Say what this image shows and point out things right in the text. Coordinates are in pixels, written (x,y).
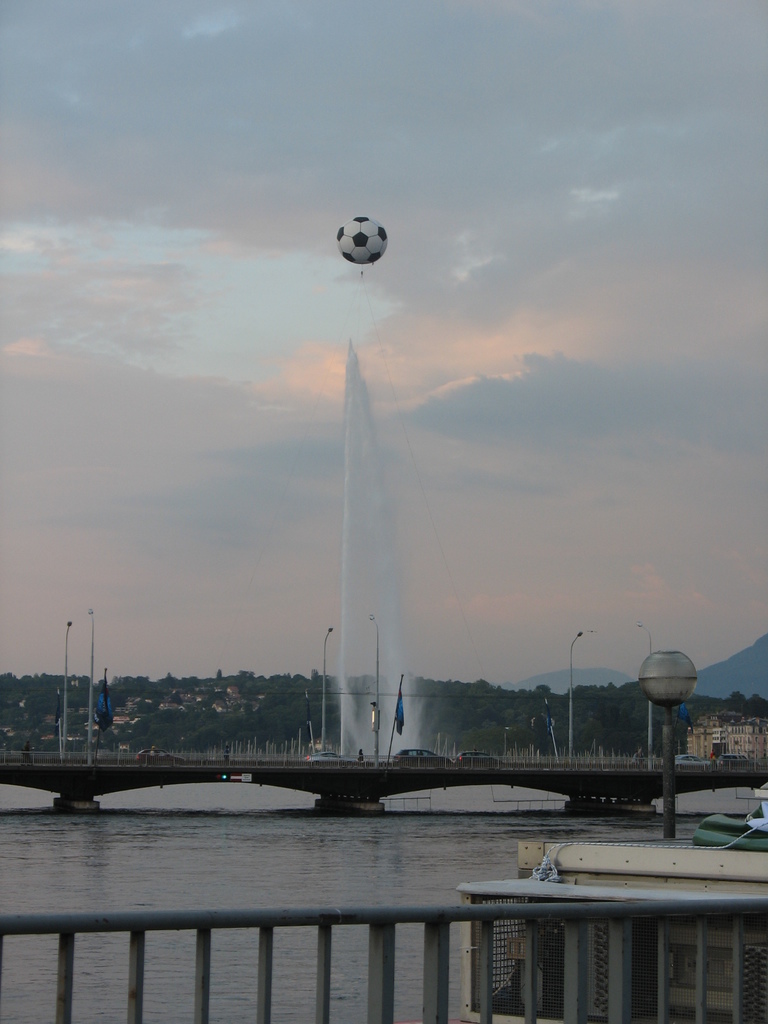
In the center of the image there are cars (486,755) on the bridge (460,766). There is a fountain (340,711). There are flags (398,697). There are street lights (65,695). In front of the image there is a metal fence (435,949). There are ships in the water (340,818). On top of the image (379,255) there is a ball (376,259). In the background of the image (240,705) there are trees (297,703), buildings (225,698) and sky (156,354).
